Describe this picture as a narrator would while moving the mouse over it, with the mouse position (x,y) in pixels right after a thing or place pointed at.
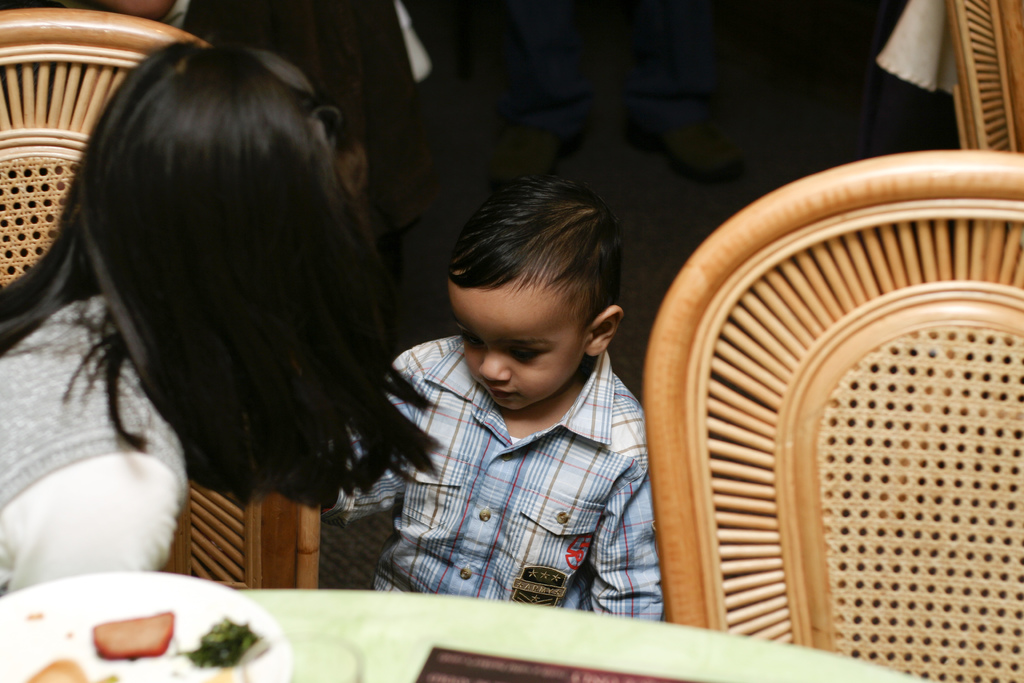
In this picture we can see a woman (77,395) seated on the chair (38,213) and besides to her we can see a boy (445,416), in front of them we can see food items (126,645) on the table (554,636).
